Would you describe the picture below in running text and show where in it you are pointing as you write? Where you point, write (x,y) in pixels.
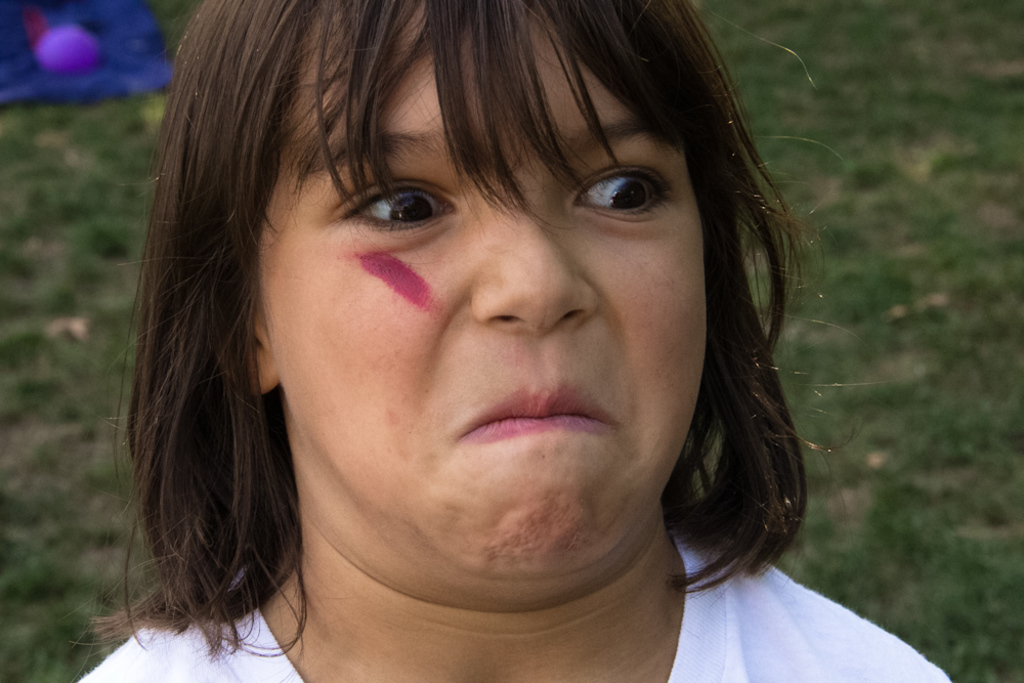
This image is taken outdoors. In the background (825,400) there is a ground (893,460) with grass (835,222) on it. In the middle of the image (476,328) there is a girl (430,410) with a weird face (511,380).
